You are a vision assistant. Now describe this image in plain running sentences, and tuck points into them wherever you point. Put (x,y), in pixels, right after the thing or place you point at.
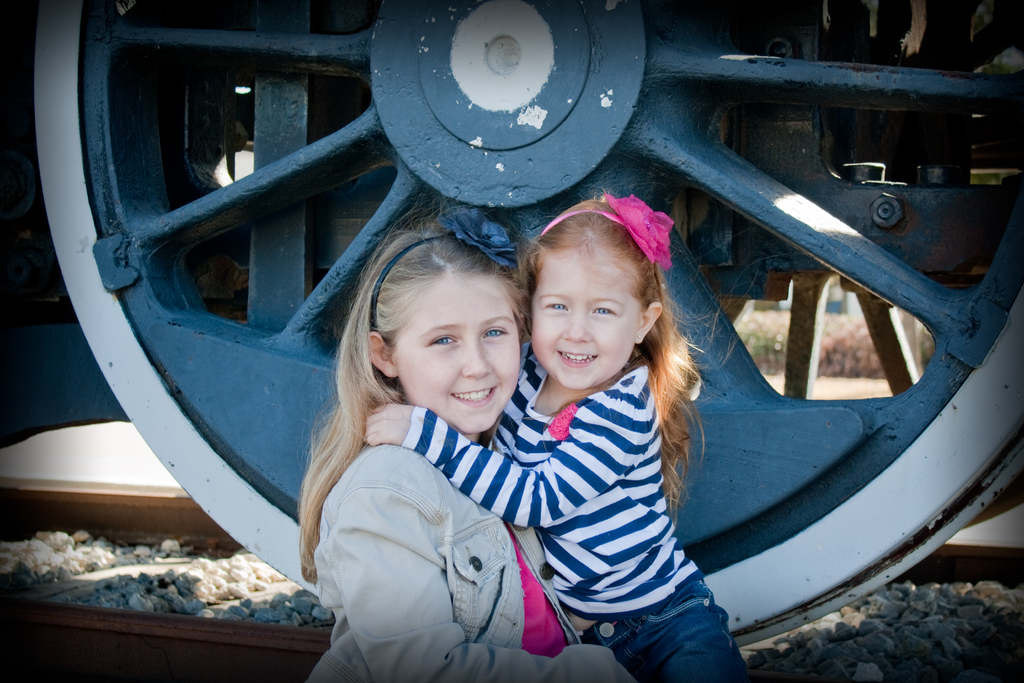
In the image in the center (464,382) we can see two girls (563,587) were sitting and they were smiling, which we can see on their faces (408,377). In the background (589,130) we can see train wheels (594,130), stones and railway track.
